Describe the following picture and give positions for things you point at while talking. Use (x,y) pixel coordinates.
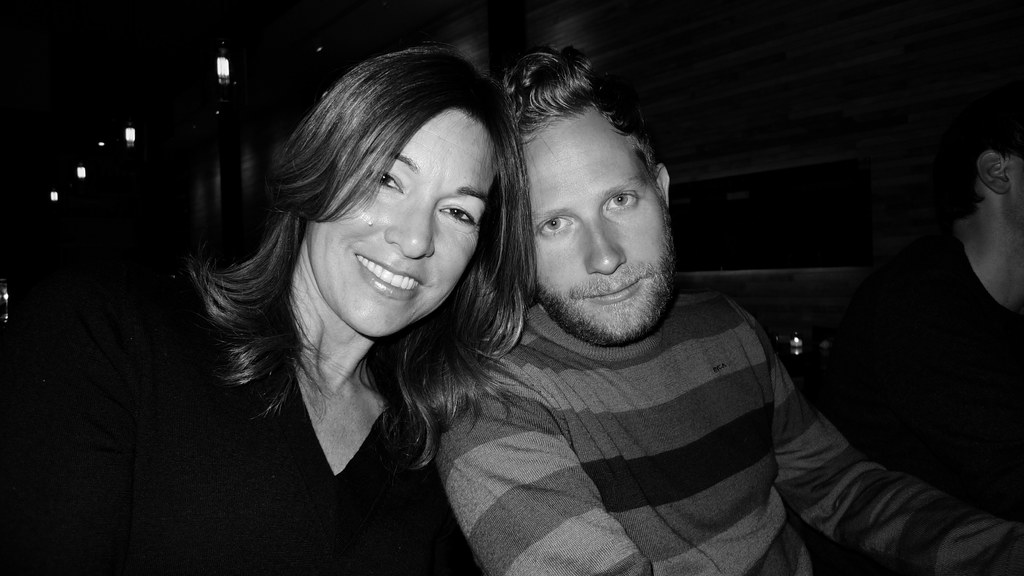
In this image, we can see a woman (314,419) and man (606,394) are watching and smiling. It is a black and white image. On the right side of the image (972,349), we can see a person (942,370). Background (709,120) we can see wall (665,86), lights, few objects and dark view (104,179).
